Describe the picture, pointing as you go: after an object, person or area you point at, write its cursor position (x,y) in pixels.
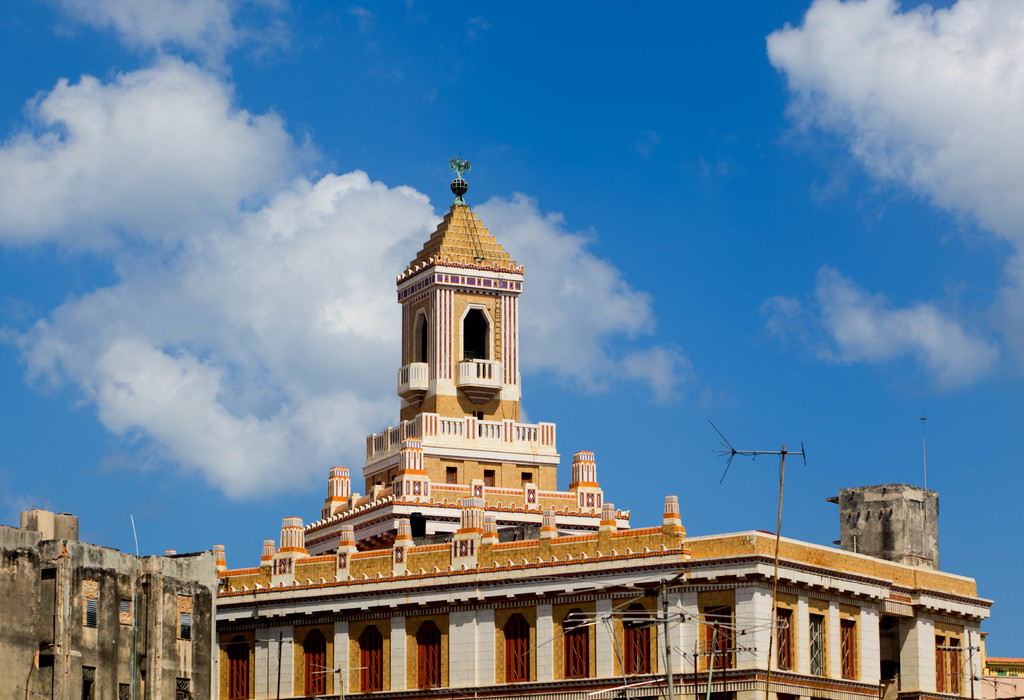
In this image there are buildings (526,598), in front of the buildings (707,625) there are antennas (663,615), at the top of the image (353,207) there are clouds (410,248) in the sky (742,290).
